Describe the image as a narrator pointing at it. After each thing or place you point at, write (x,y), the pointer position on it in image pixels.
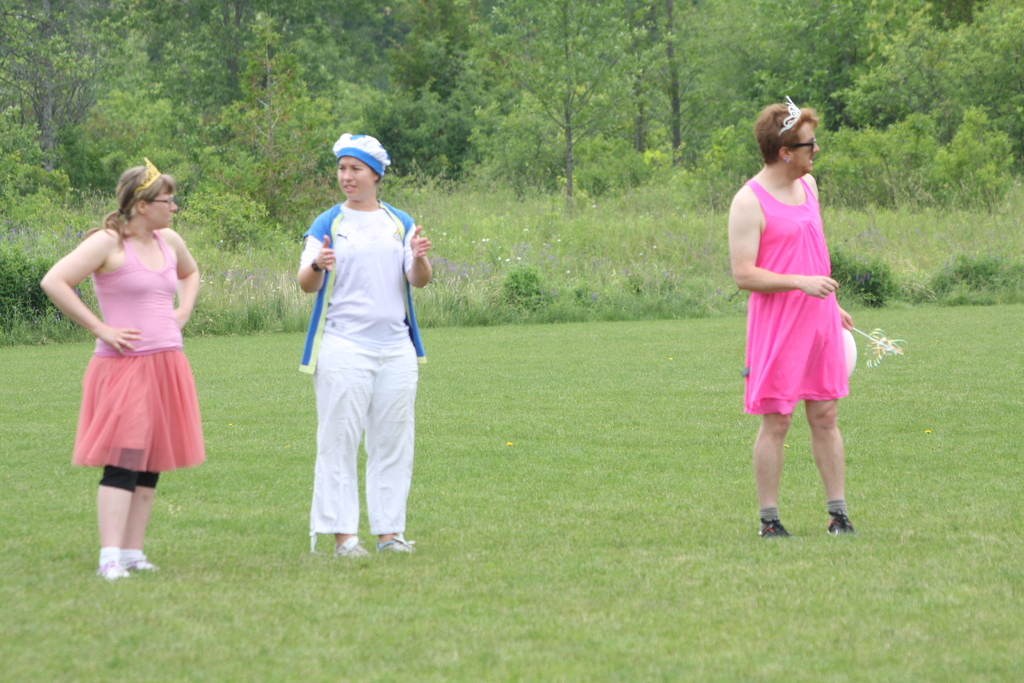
In this image I see 3 persons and I see that this person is holding a thing (866,354) in hand (836,290) and I see the green grass (38,434). In the background (532,279) I see the plants (488,310) and the trees (472,122).
